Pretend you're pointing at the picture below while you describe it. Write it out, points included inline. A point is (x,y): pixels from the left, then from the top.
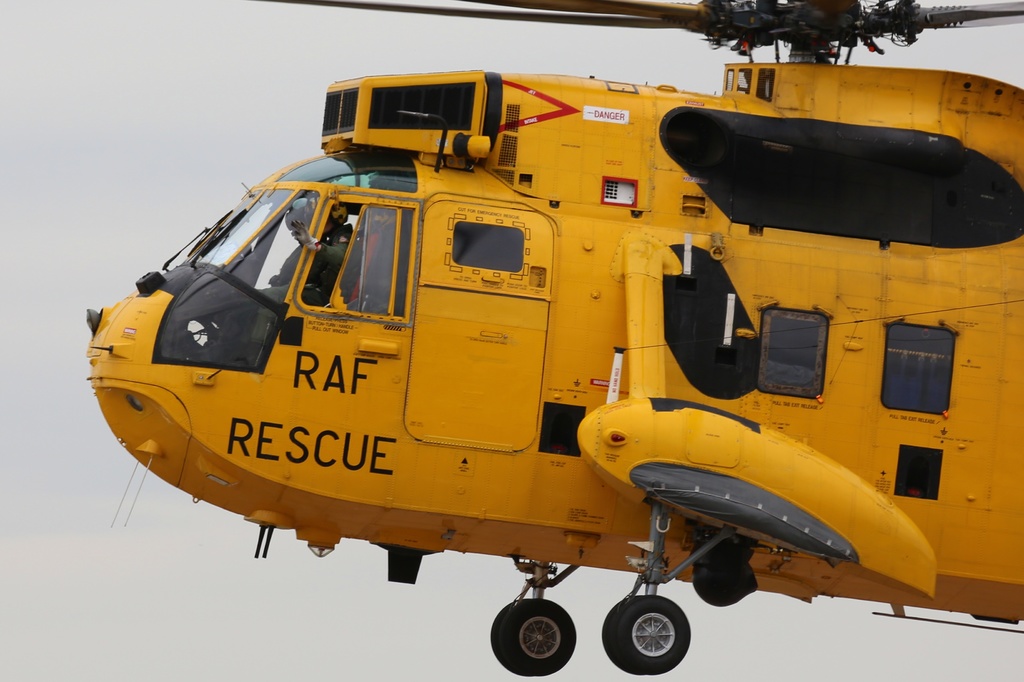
In this image there is a yellow colour helicopter (448,323) flying in air. Few persons (340,243) are inside it. Background (25,590) there is sky (1006,678).
